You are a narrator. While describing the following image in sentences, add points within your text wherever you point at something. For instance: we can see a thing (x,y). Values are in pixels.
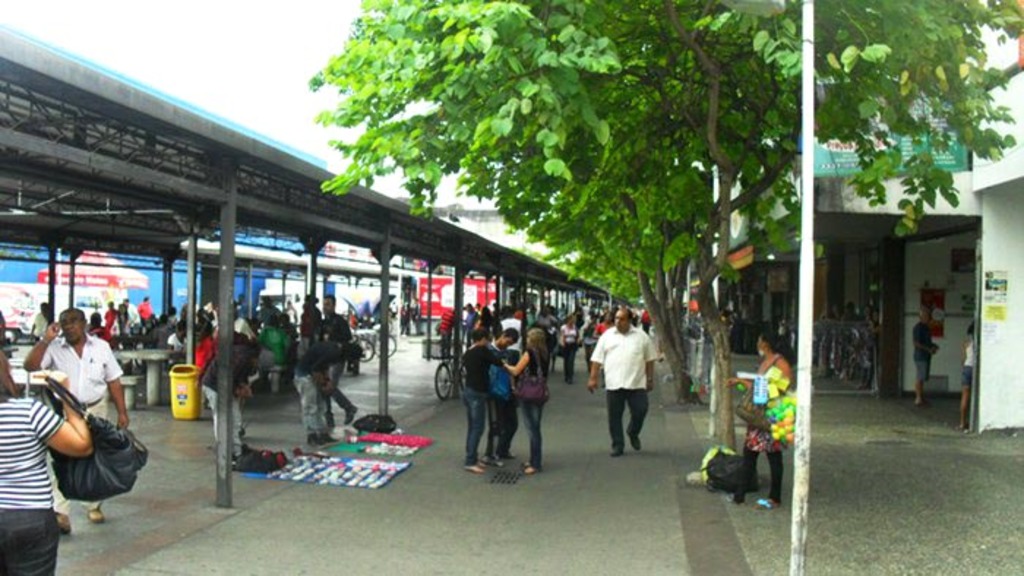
This picture is clicked in the city (374,382). In front of the picture, we see the people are standing. On the right side (927,374), we see two people (927,374) are standing. Beside them, we see the walls (973,313) on which the posters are pasted. Beside that, we see a woman (787,371) is standing. Beside her, we see the bags (706,468), trees (721,440) and poles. On the left side (7,408), we see a woman (63,424) is holding the handbag (74,401) and she is standing. In front of her, we see many people (198,343) are standing. Beside them, we see the benches (140,357) and a garbage bin (189,371) in yellow color. We see some objects (295,459) are placed on the road (366,490). Beside that, we see the poles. We see the bicycles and the people (339,352) are standing on the platform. At the top (227,48), we see the sky (242,59).
